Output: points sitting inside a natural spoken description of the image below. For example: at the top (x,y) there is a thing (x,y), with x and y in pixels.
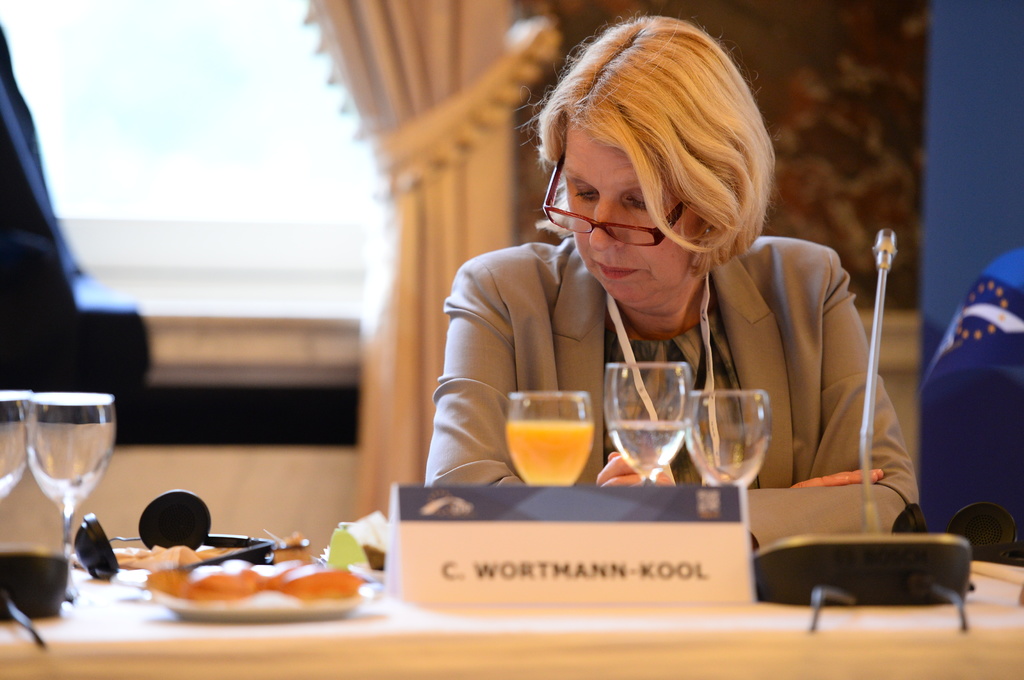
In the image there is a woman (594,301) in blond hair (620,67) sitting in front of dining table (53,626) with glasses (552,444), food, plates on it, in front of her there is mic (883,262) and behind her there is window (222,212) on the wall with curtain (419,406).
